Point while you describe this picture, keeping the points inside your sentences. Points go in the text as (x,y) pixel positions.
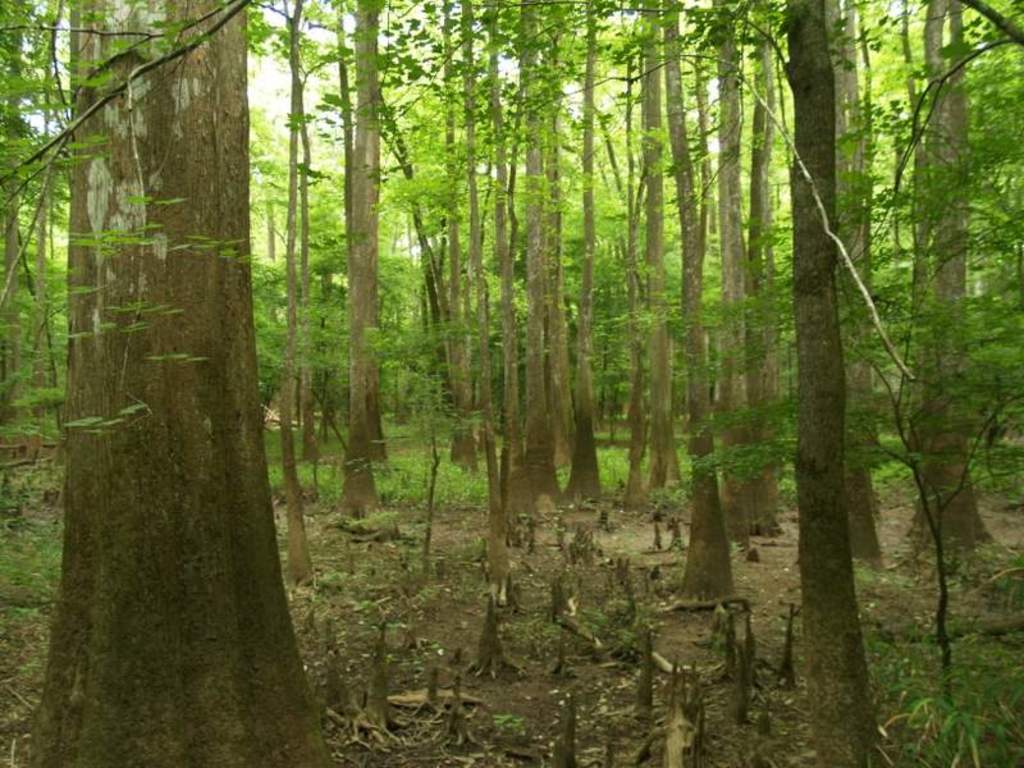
In the image there are many trees (524,194). On the ground (458,602) there are dry leaves (705,645) and also wooden pieces (500,662).
